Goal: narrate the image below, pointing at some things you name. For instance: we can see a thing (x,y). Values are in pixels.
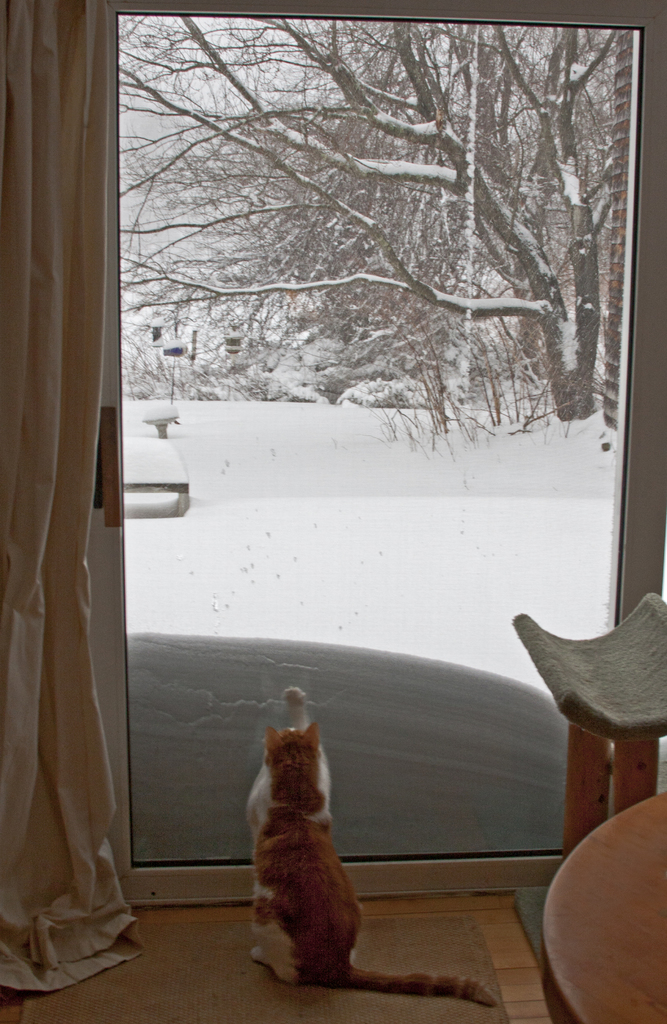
It's cat (295,858) in the middle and window (295,685) outside this there is a snow (465,474) and tree (509,373).
